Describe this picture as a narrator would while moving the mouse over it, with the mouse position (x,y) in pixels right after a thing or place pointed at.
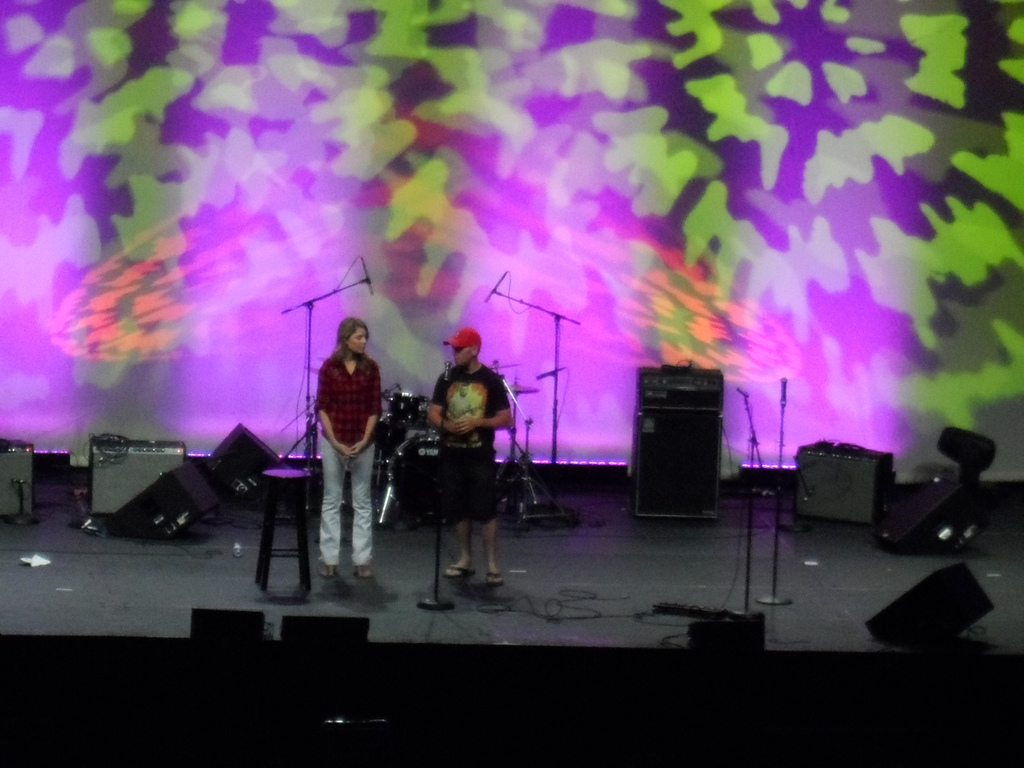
In this picture, we can see a few people (478,430), we can see the stage (192,606), and some objects (966,581) on the stage (284,530) like microphones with stands (776,561), speakers (845,499), and in the background (637,294) we can see the screen (497,324).
